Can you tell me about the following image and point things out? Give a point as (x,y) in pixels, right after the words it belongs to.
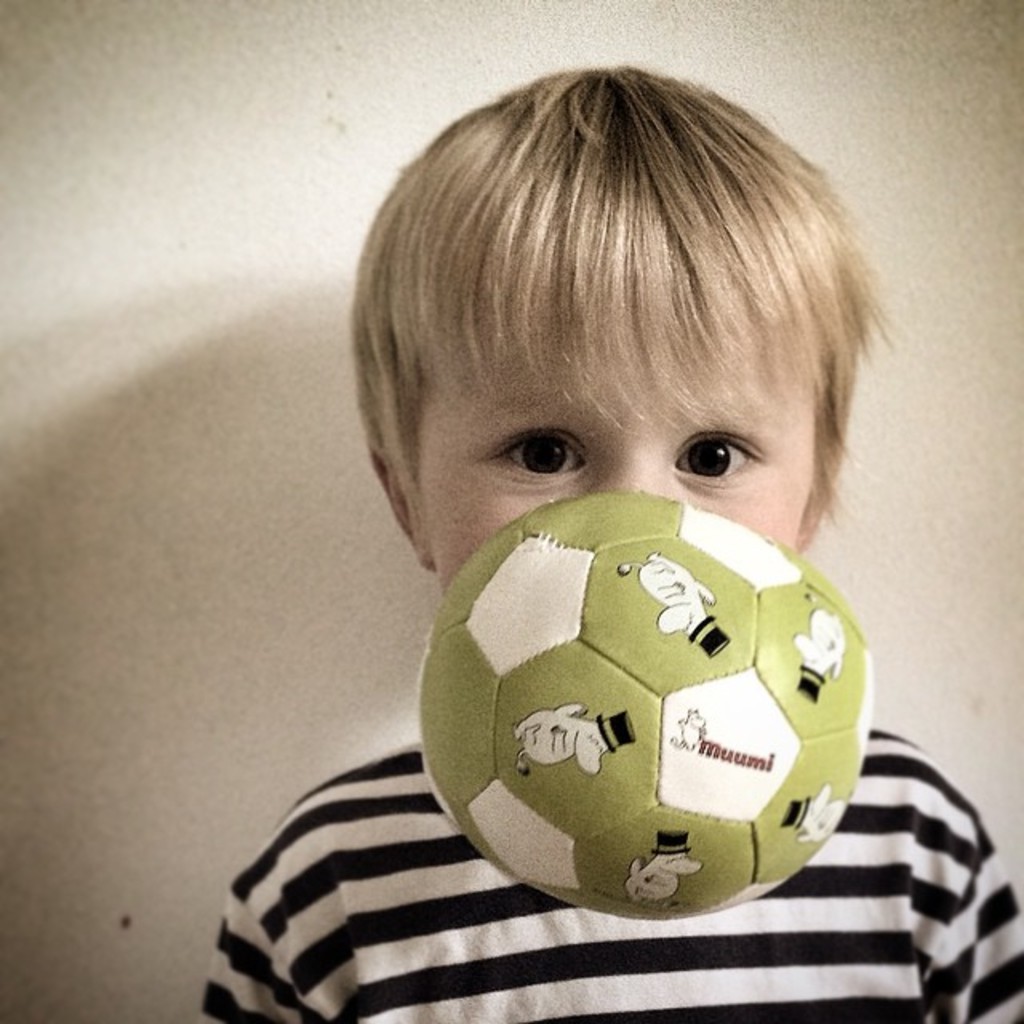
In this picture I can see a boy (802,504), he is wearing a t-shirt (625,981), there is a football (834,748) in the middle (673,556).
